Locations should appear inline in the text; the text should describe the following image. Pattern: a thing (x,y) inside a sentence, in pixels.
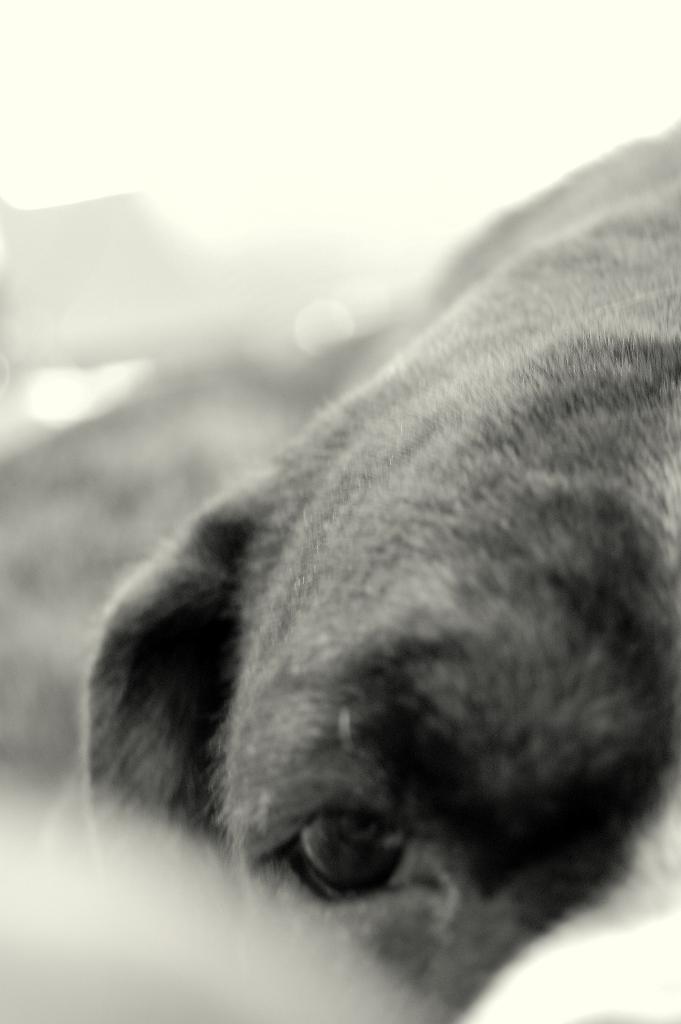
In this image in the foreground (417,641) there is one animal (455,572), and the background (453,178) is blurred.
